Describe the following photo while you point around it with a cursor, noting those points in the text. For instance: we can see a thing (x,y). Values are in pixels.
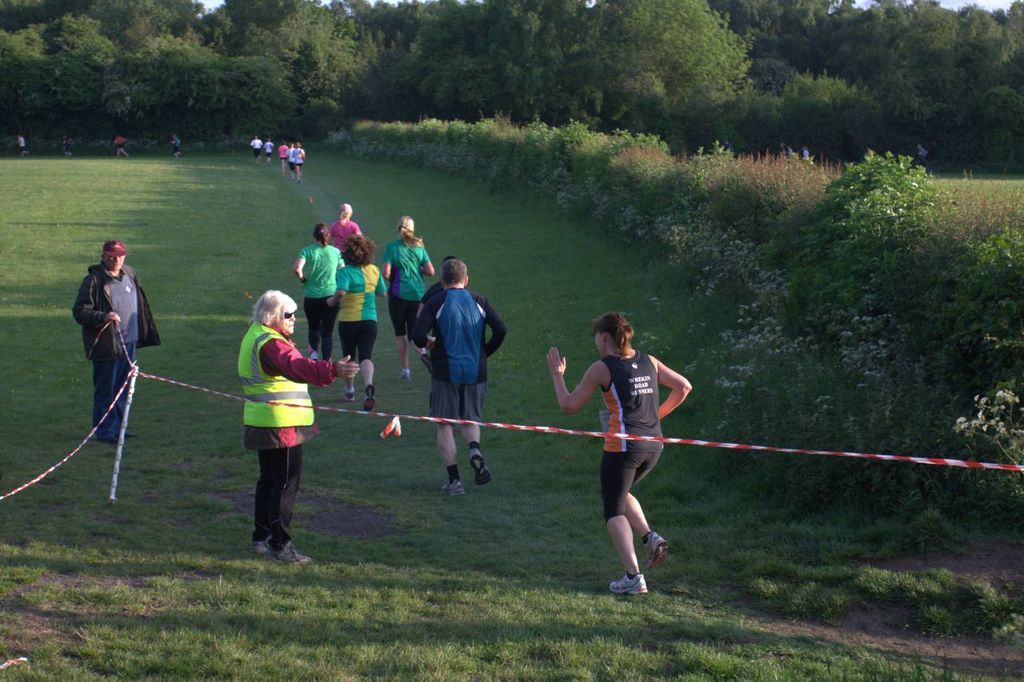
In this image I see number of people (251,438) and I see that most of them are wearing shorts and I see a stick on which there is a red and white color rope (366,410) and I see the green grass (350,201), plants (973,340) and the trees (998,27).
